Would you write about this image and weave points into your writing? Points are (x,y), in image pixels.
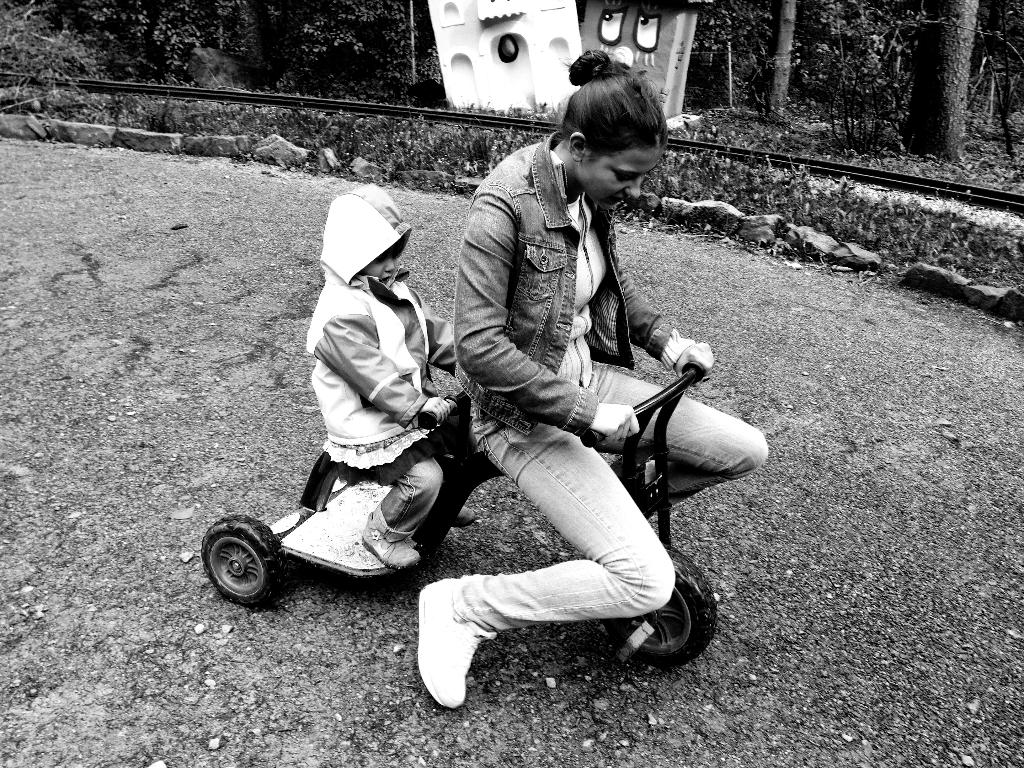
In the picture we can see a road surface (891,413) on it, we can see a woman (595,73) and child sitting on the toy cycle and beside them, we can see a railing (974,196) and behind it we can see plants (722,170) and trees (426,47).
